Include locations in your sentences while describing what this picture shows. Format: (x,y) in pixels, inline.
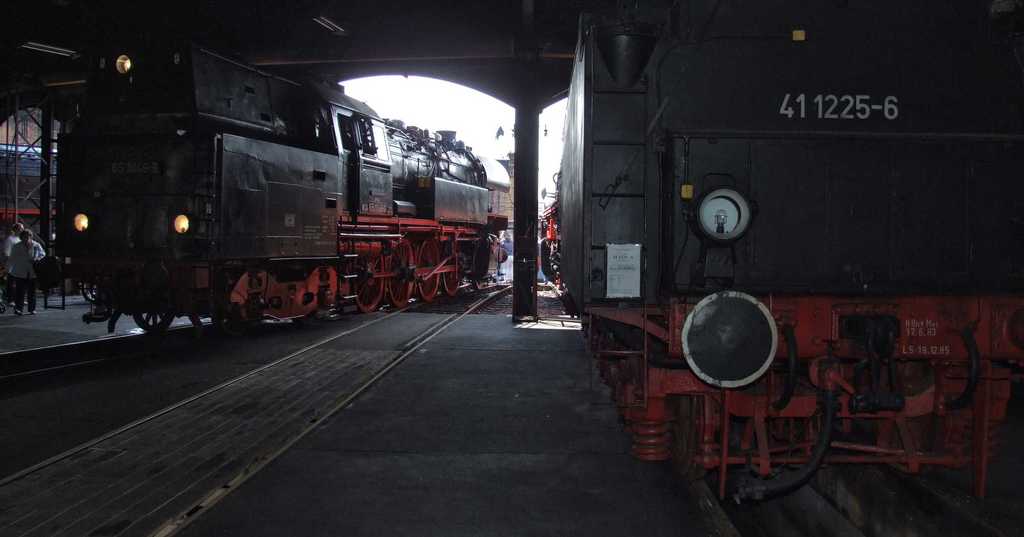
In this image I can see the ground (402,379), few railway tracks (376,371) and two trains (700,173) which are red and black in color on the tracks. I can see few persons (28,269) standing, few metal pillars (49,207), the ceiling (420,27) and the sky (448,99) in the background (430,102).
